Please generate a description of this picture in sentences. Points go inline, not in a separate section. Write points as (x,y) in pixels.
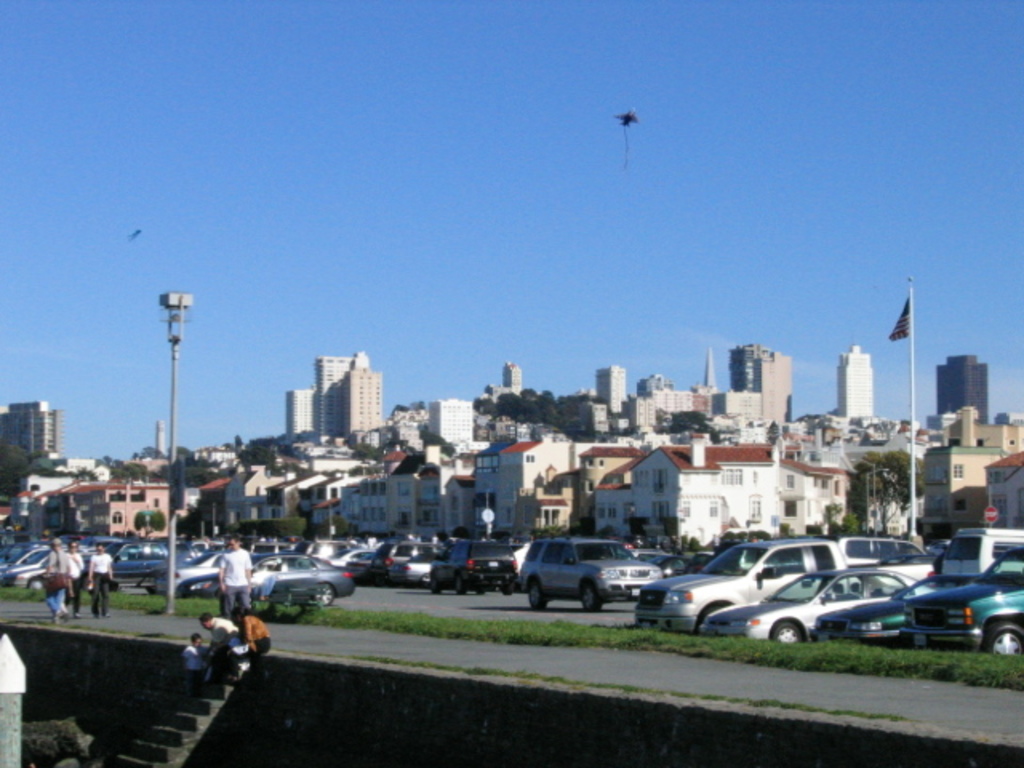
In this image I can see steps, fence (307,667), light pole (173,599), crowd (235,575) and fleets of vehicles (463,590) on the road (369,605). In the background (970,492) I can see buildings (819,448), houses (528,460), flagpole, a kite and the sky (458,298). This image is taken may be during a day.
